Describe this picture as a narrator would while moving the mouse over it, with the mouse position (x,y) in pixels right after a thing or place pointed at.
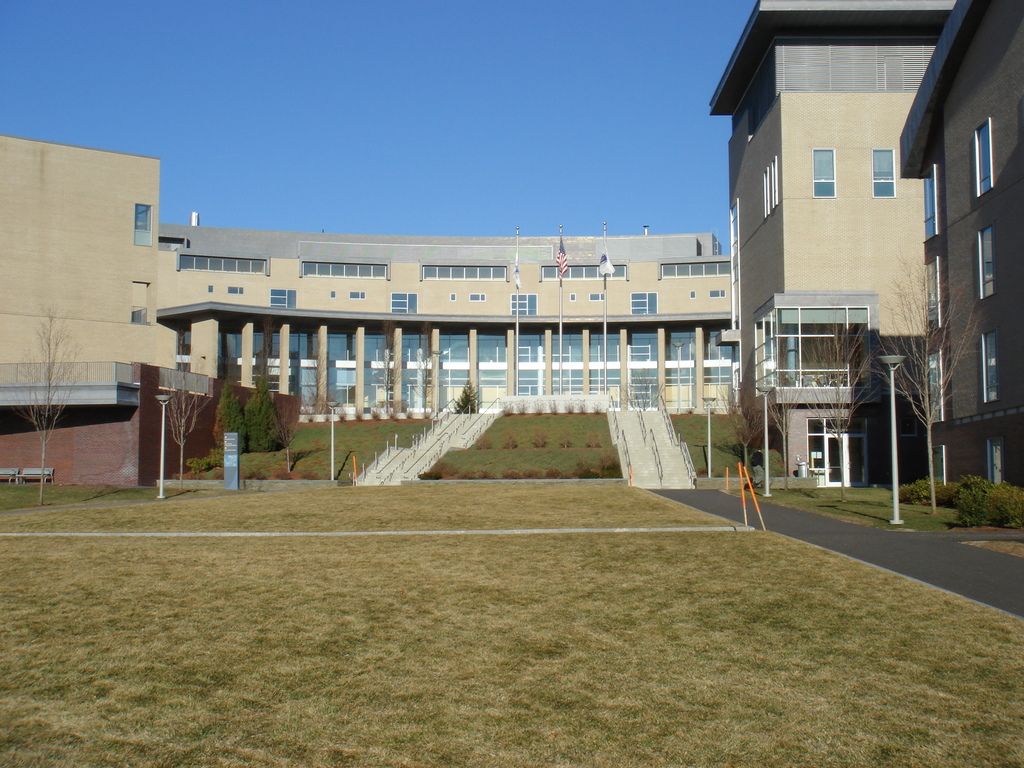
In this image, we can see grass (191,575) on the ground (449,563), there are some steps (641,470), we can see some buildings (632,237), at the top (260,212) there is a blue sky (236,29).
